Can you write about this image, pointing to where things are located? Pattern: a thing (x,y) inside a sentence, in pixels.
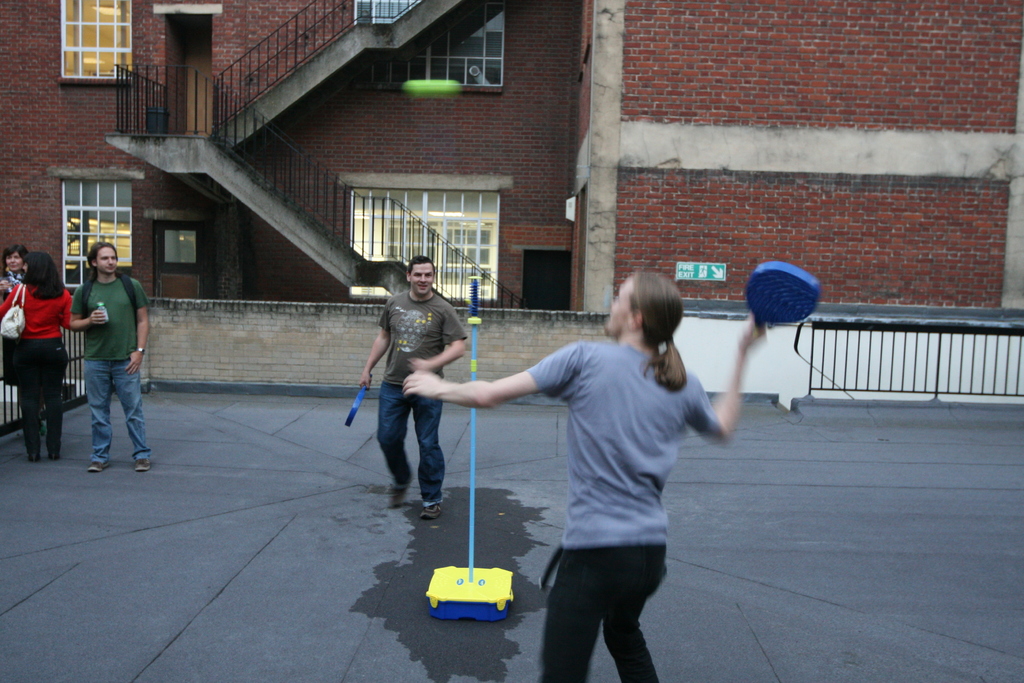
As we can see in the image there are buildings (377,181), windows (106,32), stairs (234,119) and few people (505,379) here and there.
